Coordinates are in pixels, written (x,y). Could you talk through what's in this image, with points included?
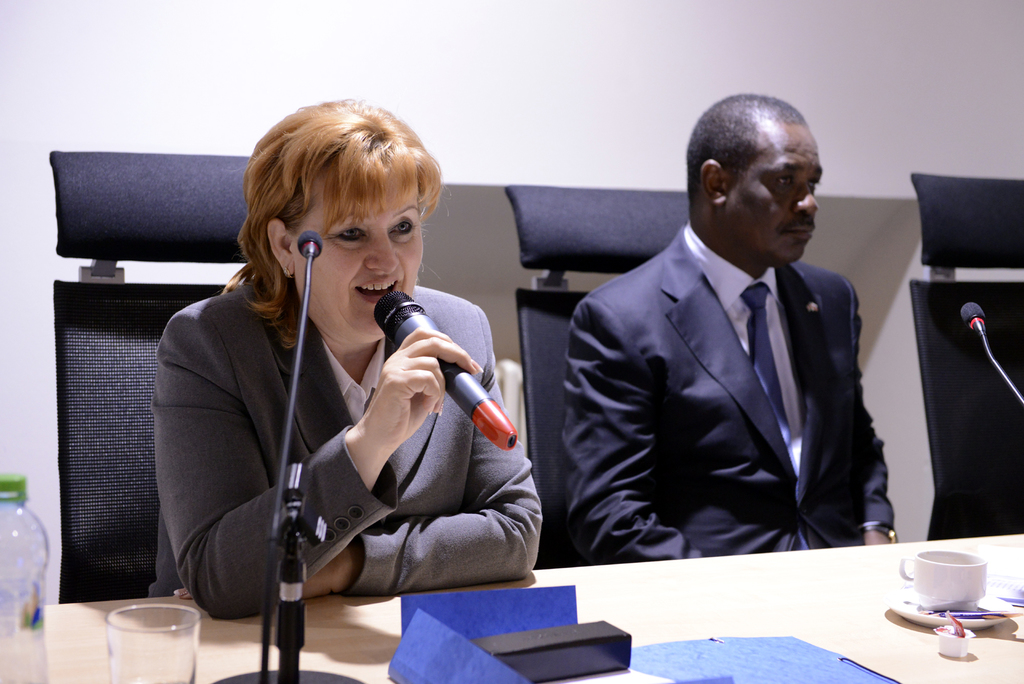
In this image we can see this woman (197,498) sitting on the chair (133,461) and holding a mic (486,392) in her hand (434,410) and speaking. There are bottle (3,556), glass (140,642), mic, cup (953,600) and saucer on the table (972,646). This man (761,371) is sitting on the chair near the table (326,645).
